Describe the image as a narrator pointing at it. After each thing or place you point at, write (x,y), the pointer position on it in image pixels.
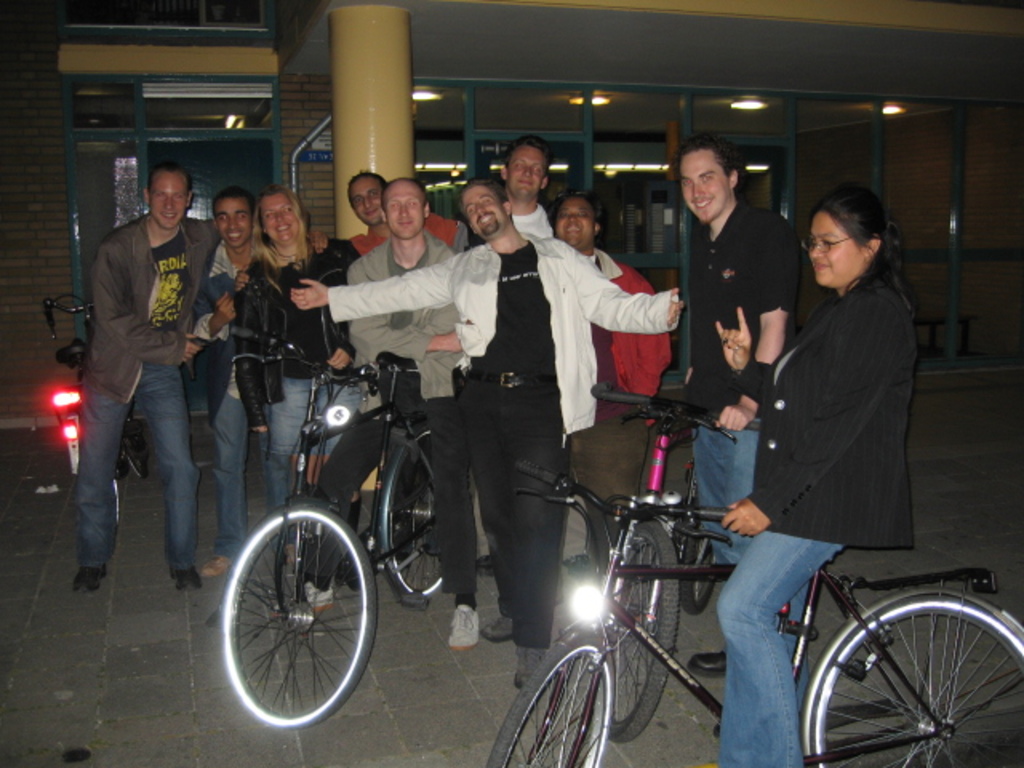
In this picture there a group of people (881,462) and four bicycles (661,537) and in the background (413,111) there is a pole (393,53) and some ceiling lights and a glass door (927,242).
